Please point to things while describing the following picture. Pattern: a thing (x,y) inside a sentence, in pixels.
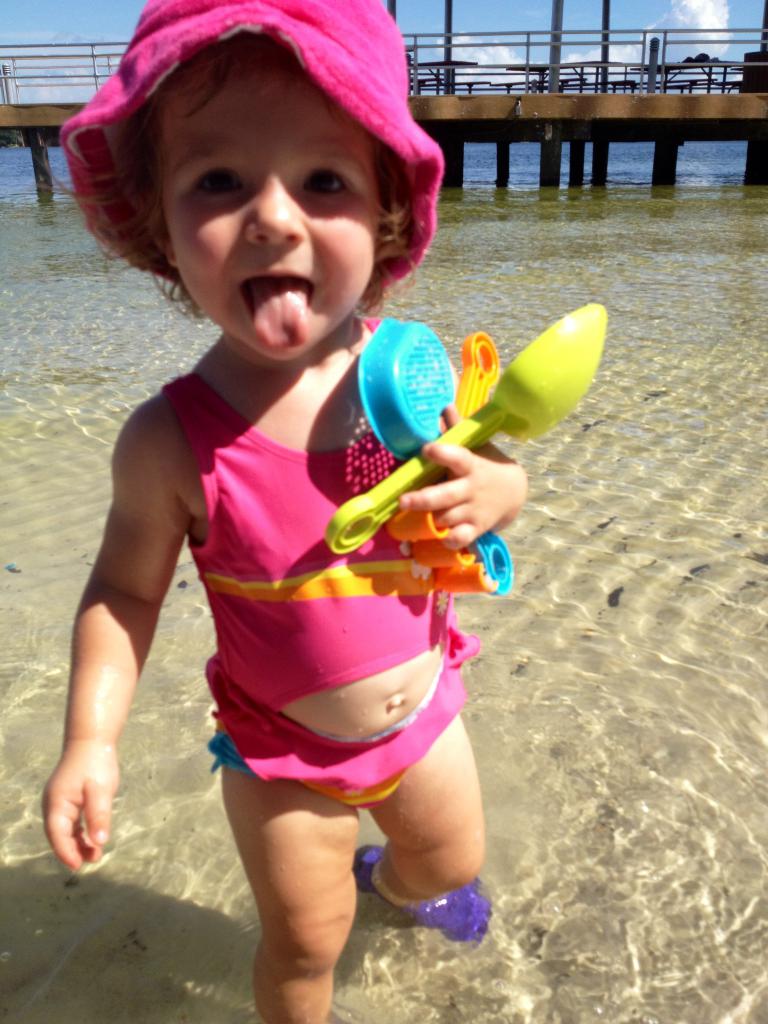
In this image we can see a kid (347,596) standing in the water (560,655) and holding few objects (457,565), there is a bridge (495,88) with railing (463,34), few poles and objects (699,81) on the bridge (576,94) and the sky (127,7) with clouds (482,79) in the background (541,11).
